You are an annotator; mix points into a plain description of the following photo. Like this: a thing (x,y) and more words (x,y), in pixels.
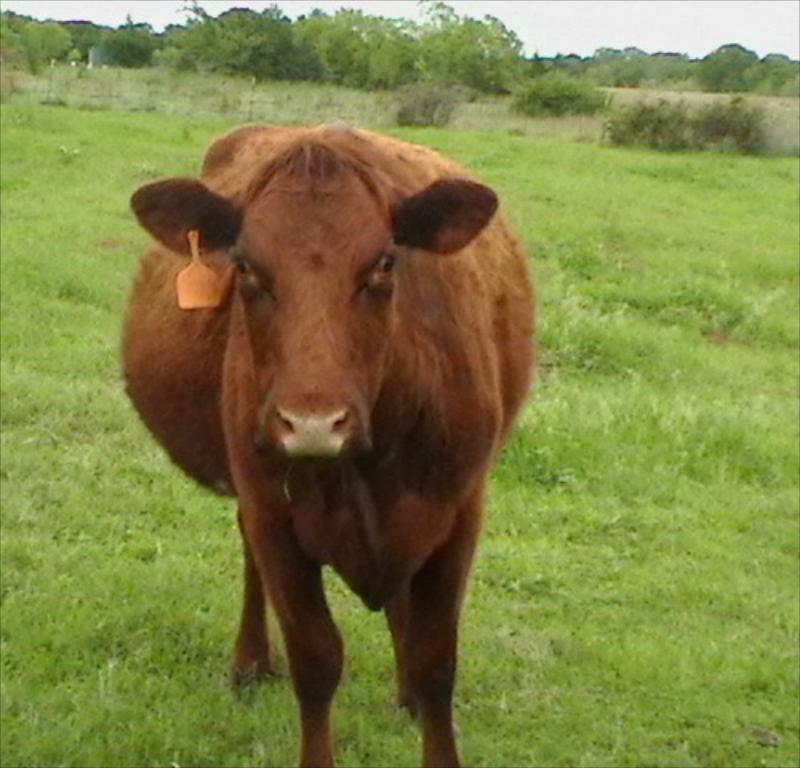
There is a brown color cow (305,312). On the ground (219,535) there is grass (584,277). In the background (541,72) there are trees (626,60) and sky (645,40).
